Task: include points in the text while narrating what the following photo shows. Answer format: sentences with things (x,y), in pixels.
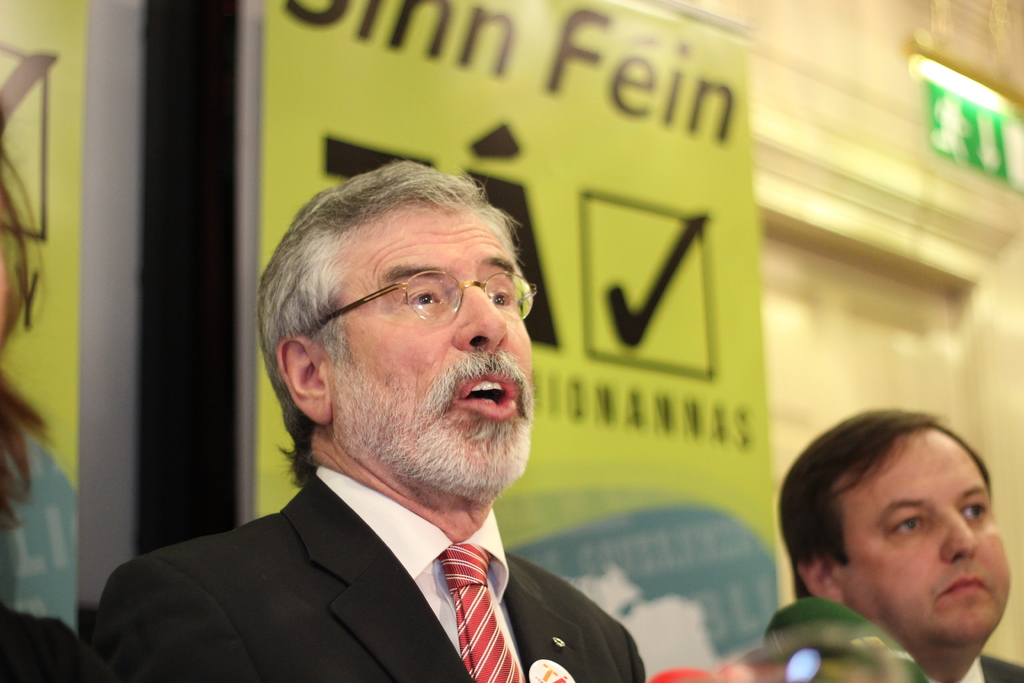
In this image we can see few people (904,558). There are few advertising boards (644,237) in the image. There is a door (856,329) at the right side of the image (897,341).
